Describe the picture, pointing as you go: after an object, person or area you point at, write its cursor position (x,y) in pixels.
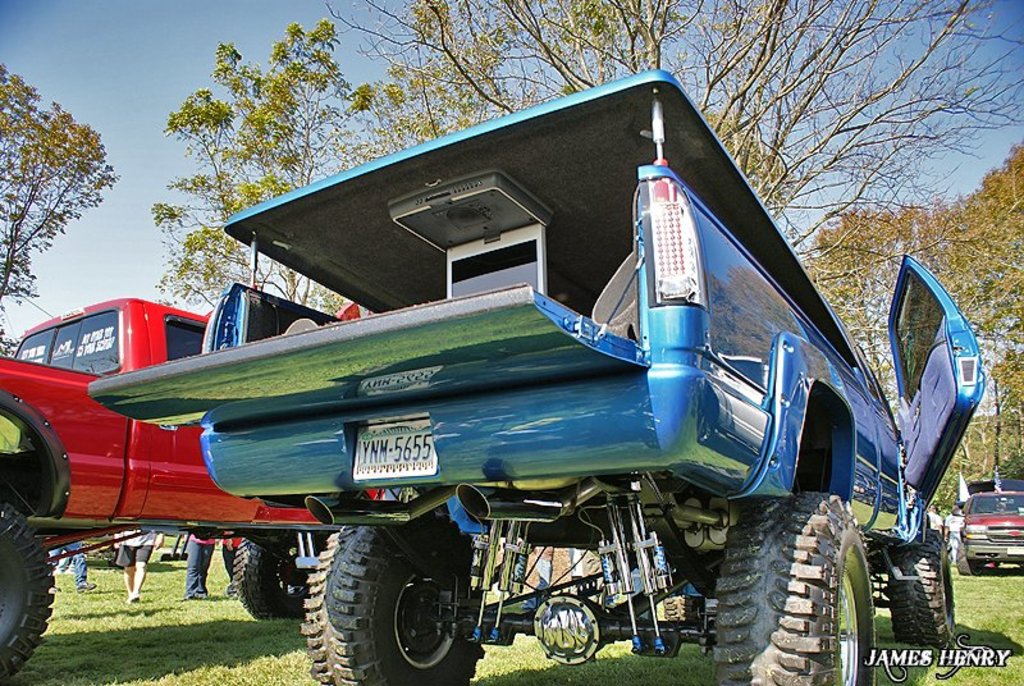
In this image it looks like a truck (636,455). And there are persons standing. And there are grass (235,635) and trees (807,66). And at the top (171,160) there is a sky (182,176).
